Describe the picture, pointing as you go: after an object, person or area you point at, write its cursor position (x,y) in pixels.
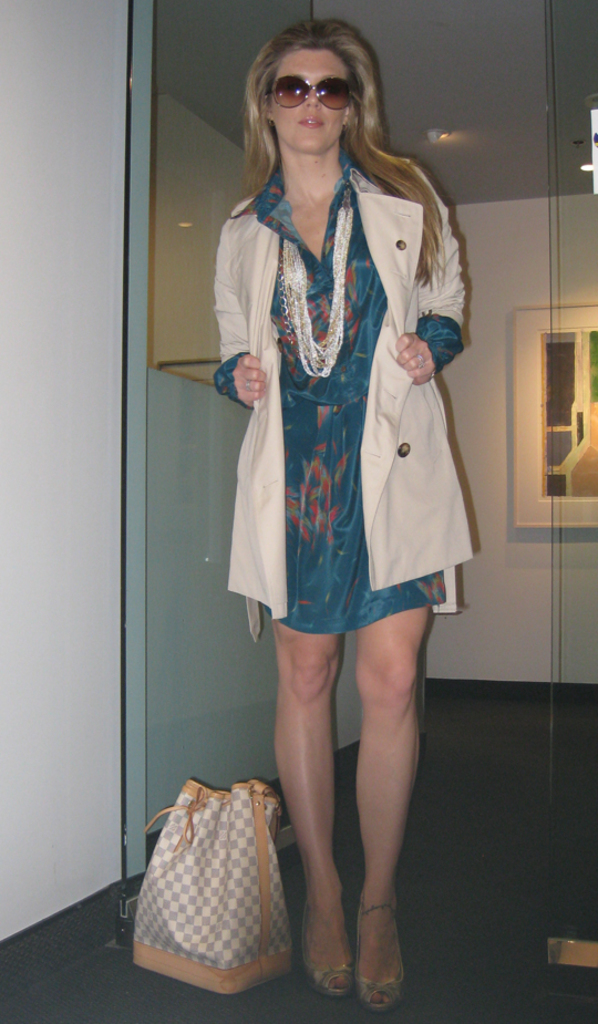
In this image there is a woman (419,413) standing on the floor (426,944). There is a bag (243,787) beside the woman (389,781). At the background (492,282) there is wall (486,305). The woman (379,610) is wearing jacket (404,419) and spectacles (292,103).
